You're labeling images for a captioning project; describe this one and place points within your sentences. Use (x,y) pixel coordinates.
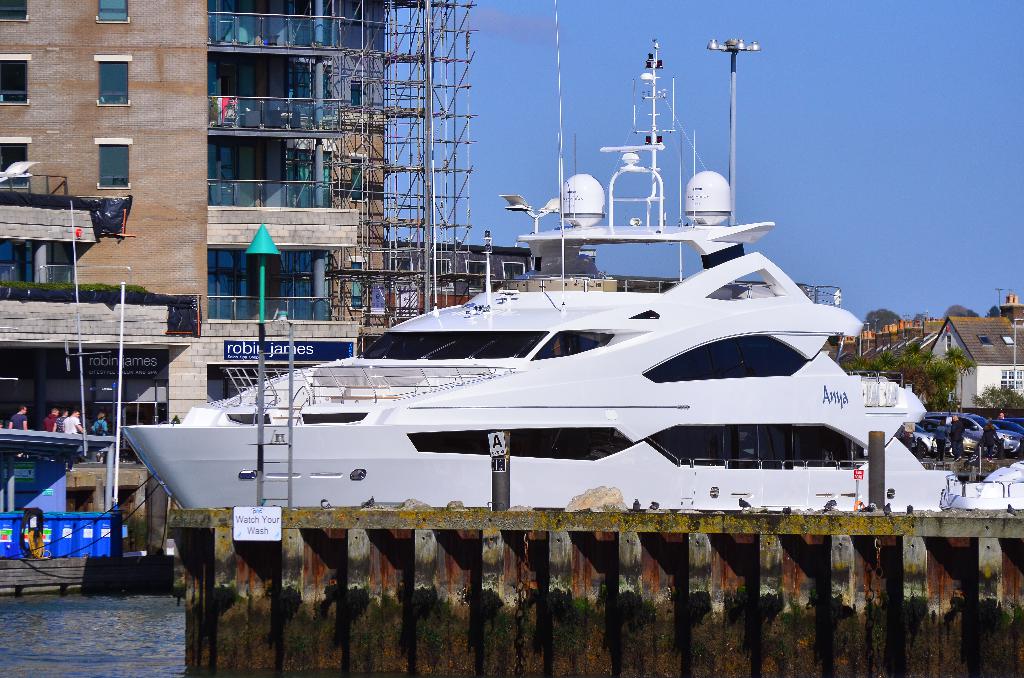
In the picture we can see a ship (816,408) which is white in color and beside it, we can see a path (604,515) with poles (292,391) and on the other side of the ship (561,438) we can see a building (202,212) with windows (238,252) and floors (331,210) with railings (268,308) around it, we can see some people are standing near it and behind the ship (740,276) we can see some houses (897,337) and behind it we can see the sky (615,129).
